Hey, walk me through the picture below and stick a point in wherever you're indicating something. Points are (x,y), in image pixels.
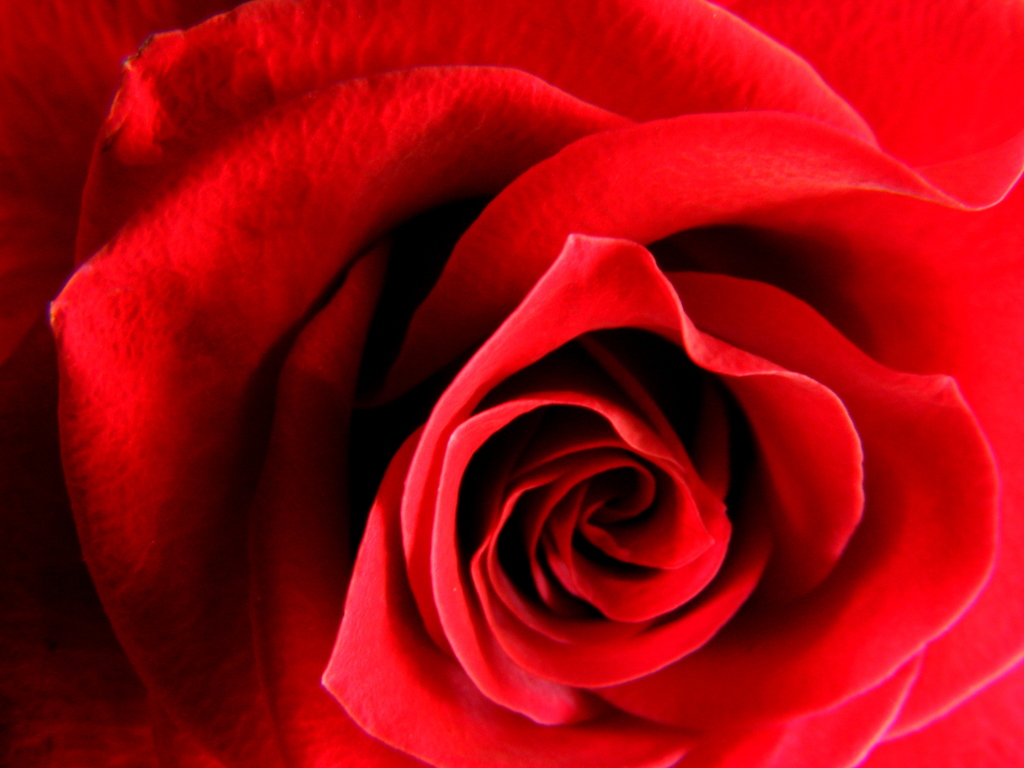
In this picture we can see a red color rose flower (642,305), we can see petals (547,274) of the flower (388,281) here.
